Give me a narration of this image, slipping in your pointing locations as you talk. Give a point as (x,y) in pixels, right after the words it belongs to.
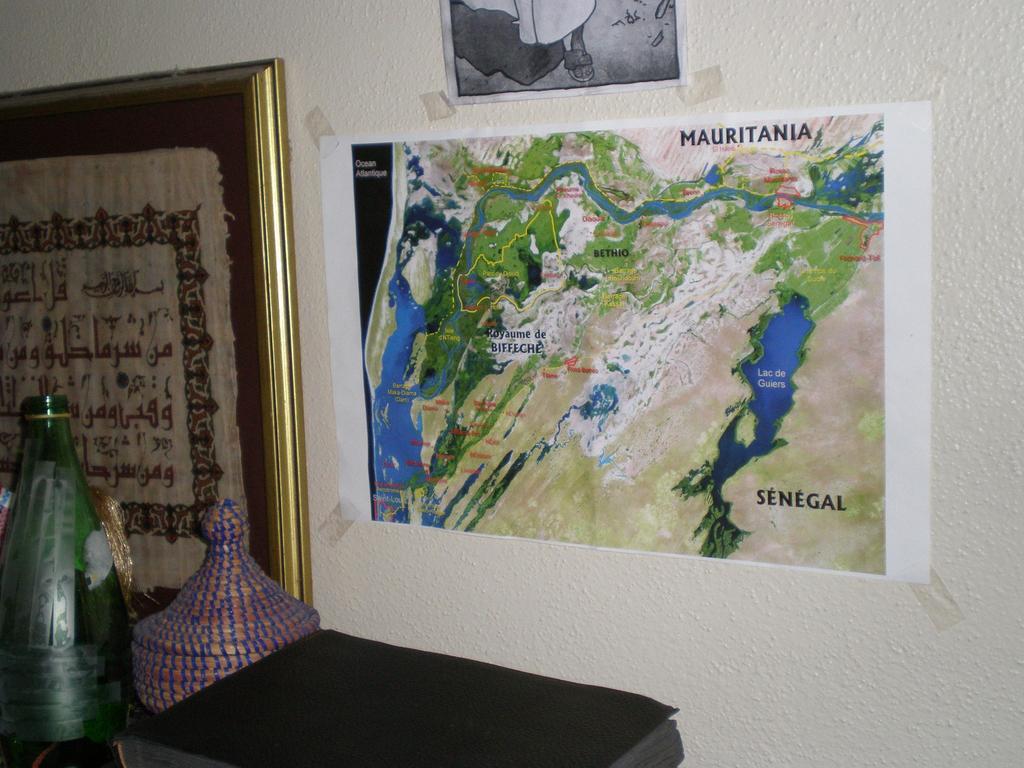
In this image we can see there are some posters (457,274) and a frame (260,421) attached to the wall (728,622), in front of the wall (514,616) there are few objects (206,680).
